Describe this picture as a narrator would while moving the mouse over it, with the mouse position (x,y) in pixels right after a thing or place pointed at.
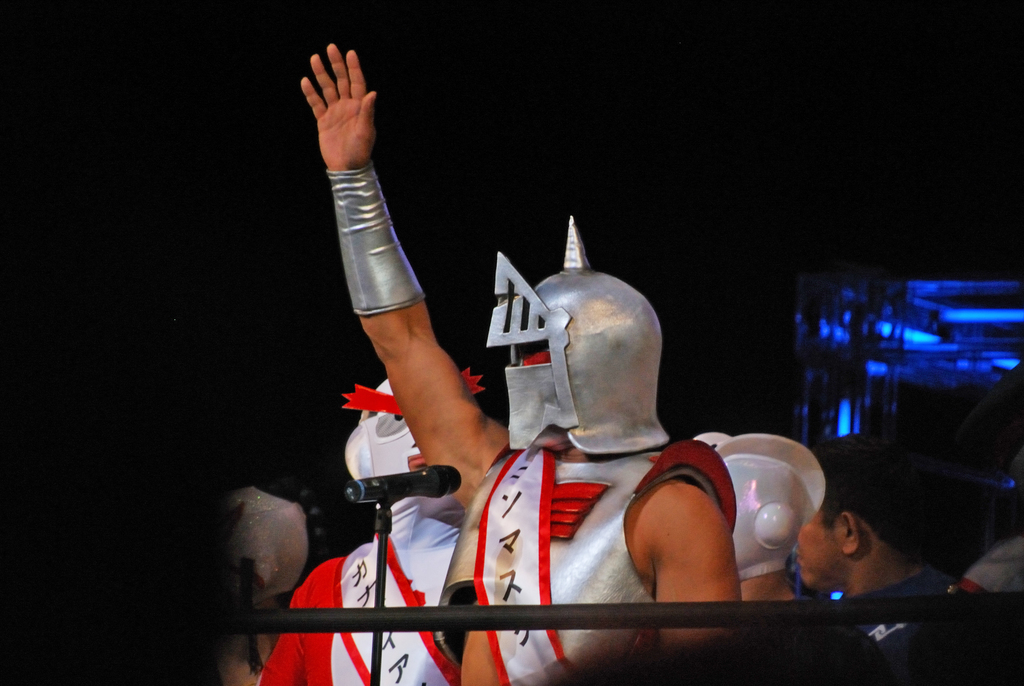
In this image I can see group of people (526,657) standing. In front (562,539) the person (579,540) is wearing silver color dress (597,546) and I can see the dark background (147,97).
